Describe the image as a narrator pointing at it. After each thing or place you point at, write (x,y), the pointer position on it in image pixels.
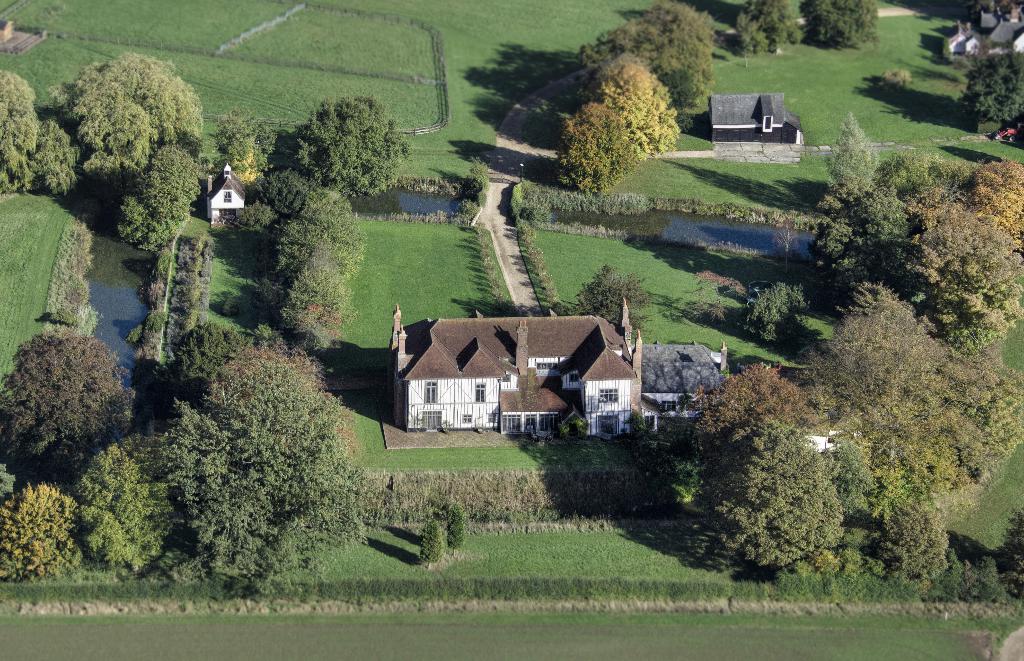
In this image we can see some trees (851,496), plants (144,596) and grass (841,633) on the ground (381,631) and there are some houses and we can see the water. There is a path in front of the house (656,346).
